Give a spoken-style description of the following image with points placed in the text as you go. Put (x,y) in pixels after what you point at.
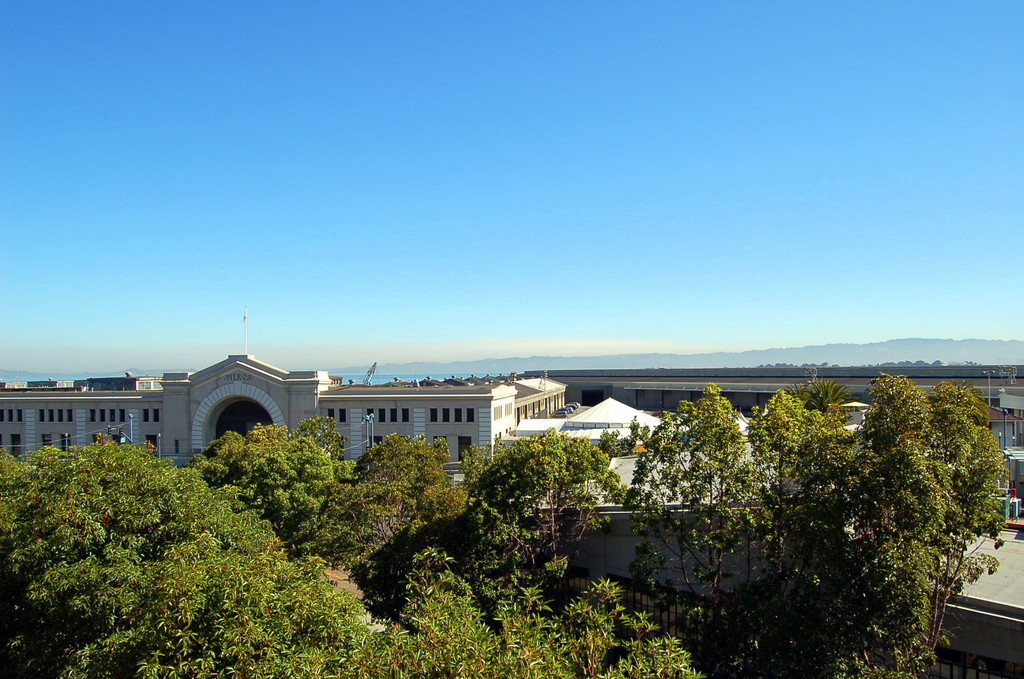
In the image we can see there are buildings (402,430) and there are lot of trees (243,584).
